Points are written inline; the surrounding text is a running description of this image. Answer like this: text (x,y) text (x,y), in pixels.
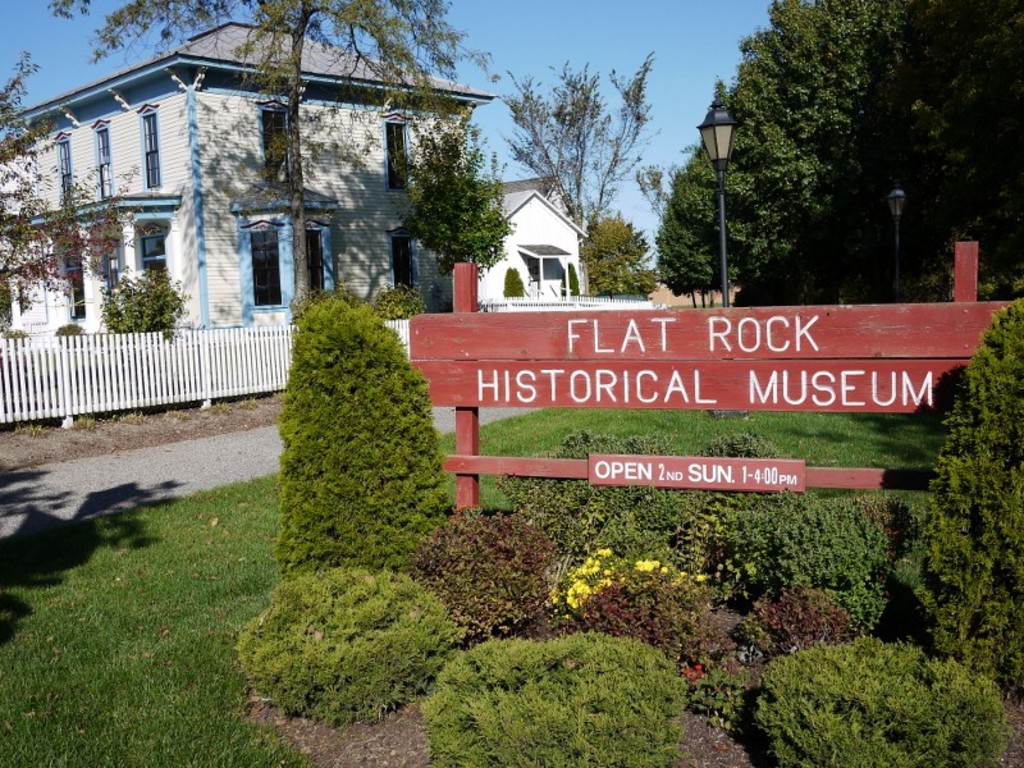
In this image there is a building (374,239) with trees (447,260) and wooden fence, in front of the building (185,246) there is a wooden structure (656,407) with some text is on the surface (180,562) of the grass (194,564), around that there are trees (405,486) and plants (552,486). In the background (523,147) there is the sky (536,85).
